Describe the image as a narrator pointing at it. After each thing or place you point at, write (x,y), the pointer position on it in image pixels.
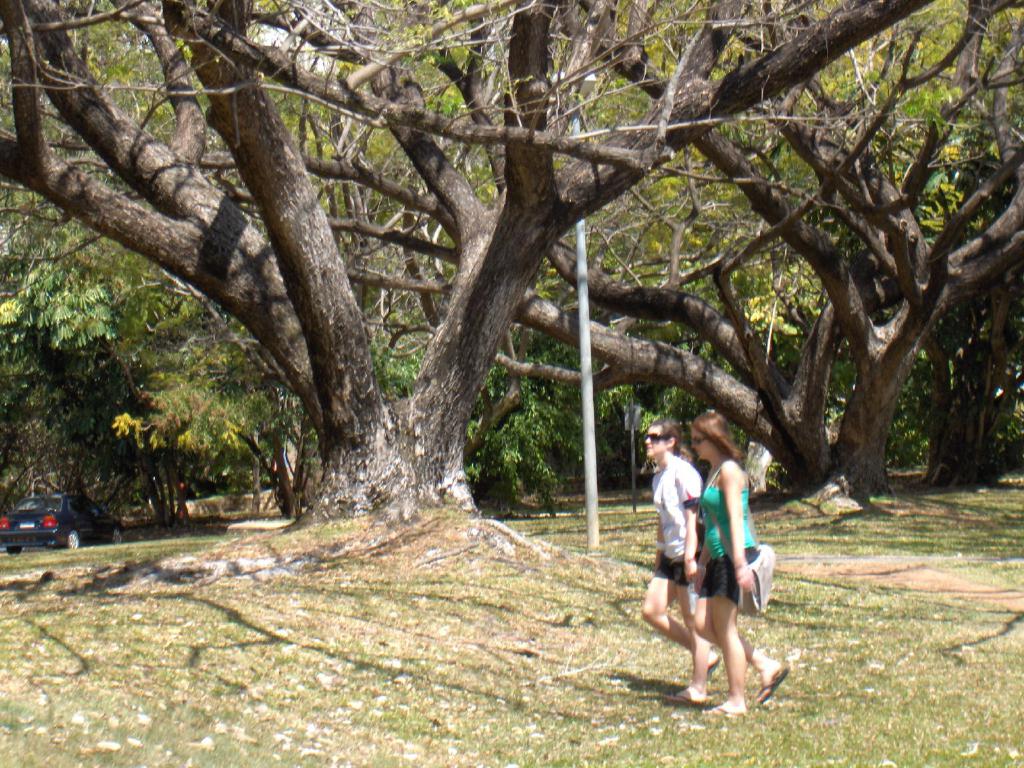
In this picture there are two girls (664,578) on the right side of the image (725,605), on the grassland (551,620) and there are trees (500,362) and poles (591,533) in the background area of the image (290,349), there is a car (51,520) on the left side of the image (46,536).
